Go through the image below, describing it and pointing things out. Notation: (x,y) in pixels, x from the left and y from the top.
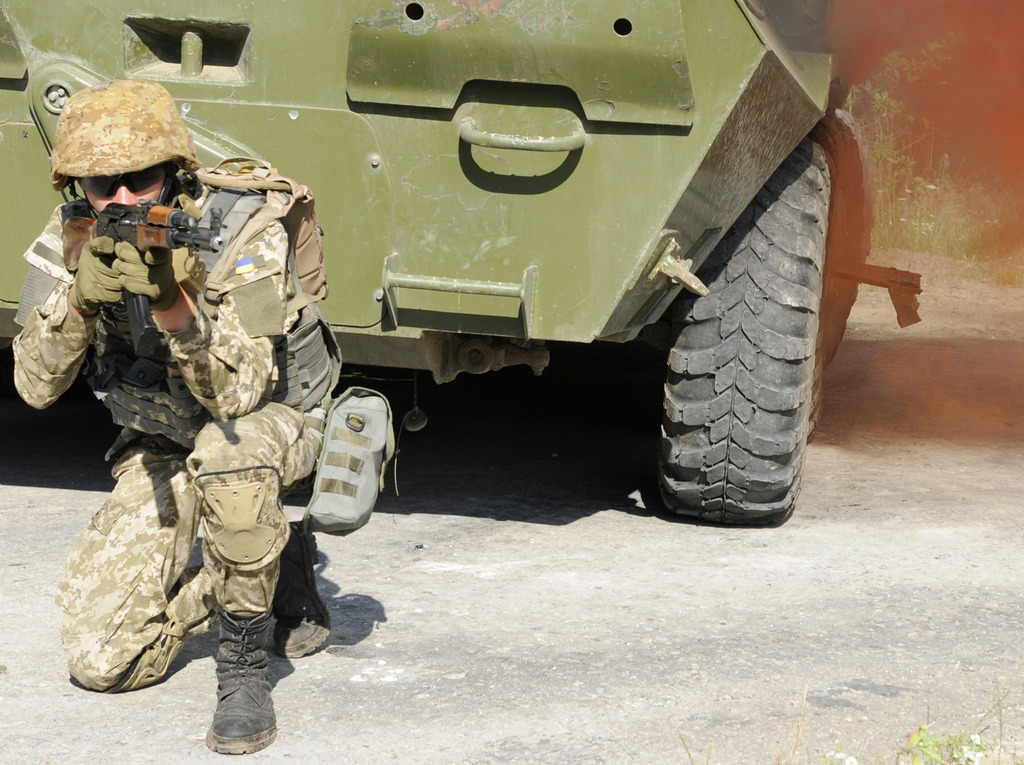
In this image, we can see a person (256,518) wearing clothes (224,411) and holding a gun (132,233) with his hands (106,294). There is a vehicle (419,167) at the top of the image (578,139).
